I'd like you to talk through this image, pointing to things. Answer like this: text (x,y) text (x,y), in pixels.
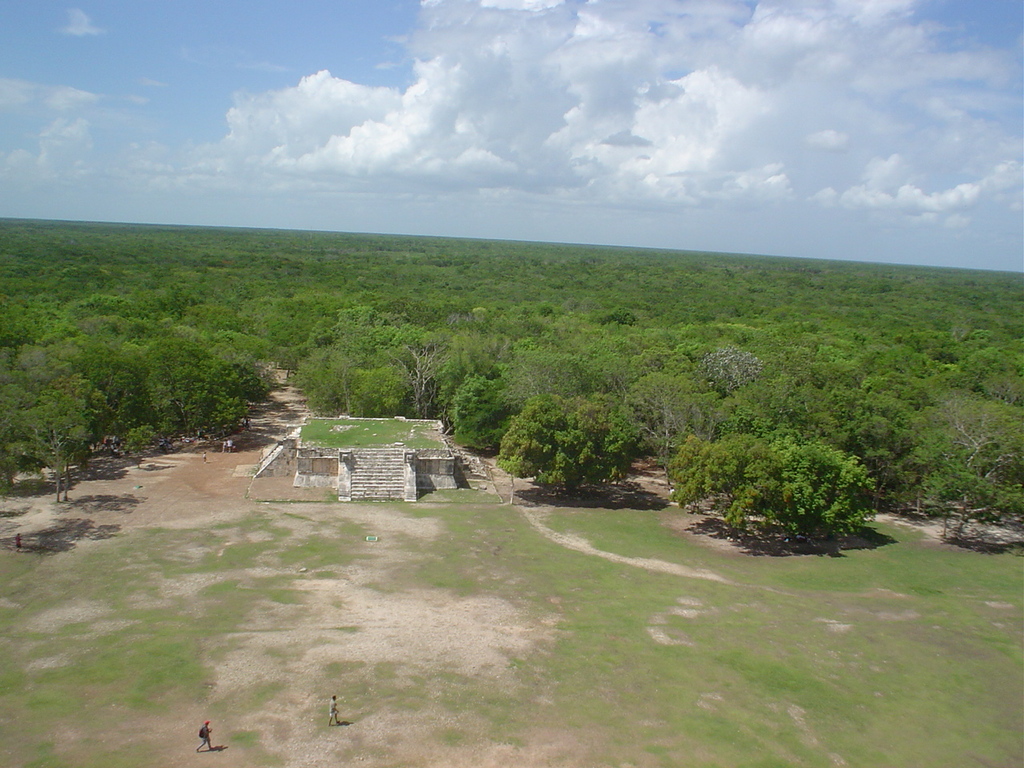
In the image there is a stone monument (293,456) in the middle of the grassland (763,601) and behind it there are trees (222,313) all over the place and above its sky (264,25) with clouds (528,88).
